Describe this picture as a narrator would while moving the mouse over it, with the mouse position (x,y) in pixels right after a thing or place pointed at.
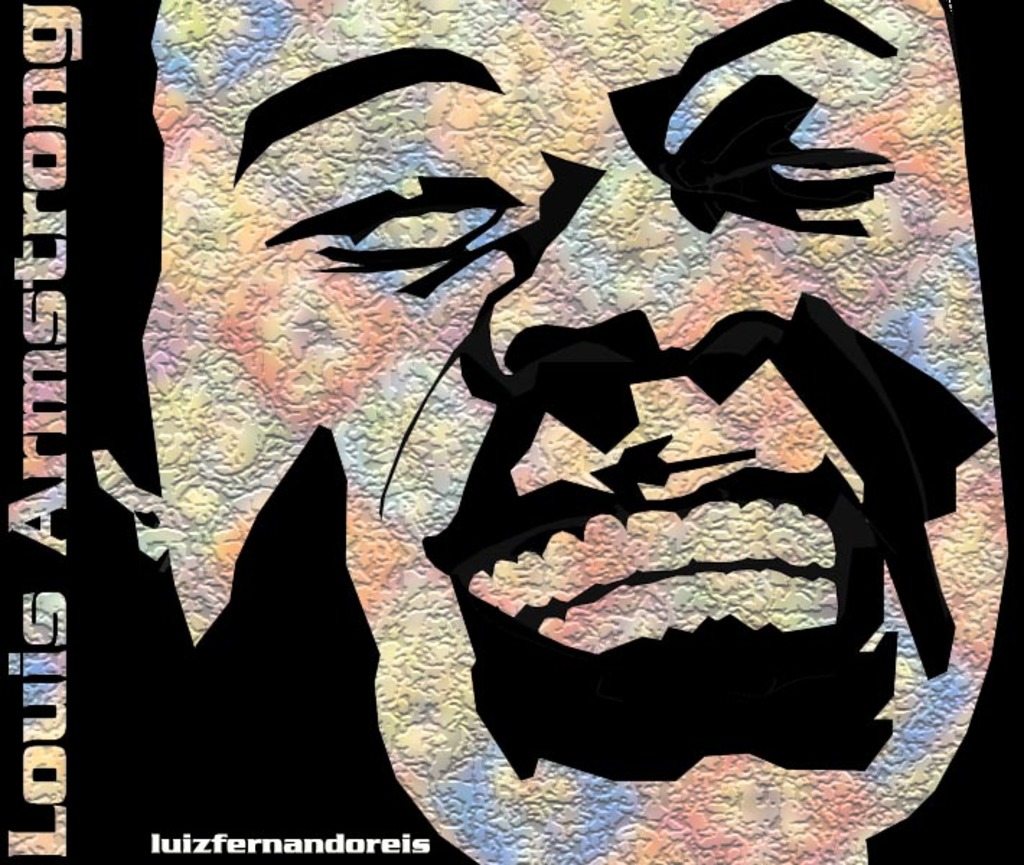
In this image I can see a depiction picture where I can see a face (817,10) of a person (793,402). I can also see something is written on the left side (63,86) and on the bottom left side of the image (232,848).
